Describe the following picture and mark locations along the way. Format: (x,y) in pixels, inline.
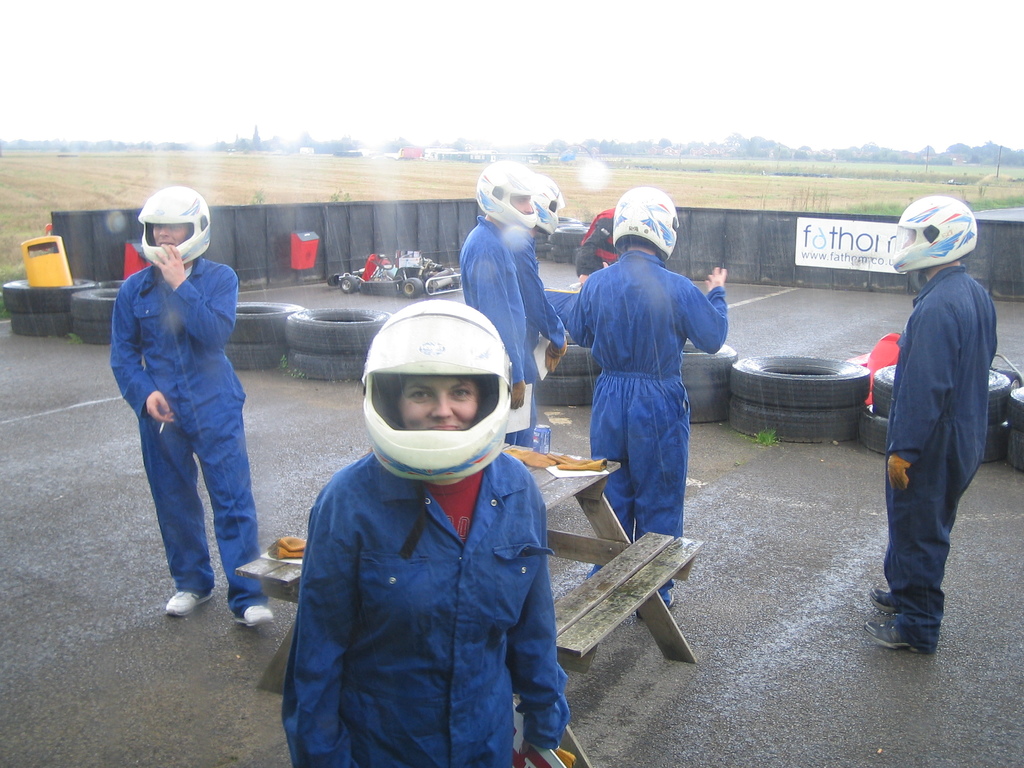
In this picture we see open area (115,687) and we see some people (898,602) standing by wearing a uniform (498,709) and helmet (398,421) on their head (400,423) and we can see a bench (676,574) And a go-kart (353,282) parked on the road (338,296).
